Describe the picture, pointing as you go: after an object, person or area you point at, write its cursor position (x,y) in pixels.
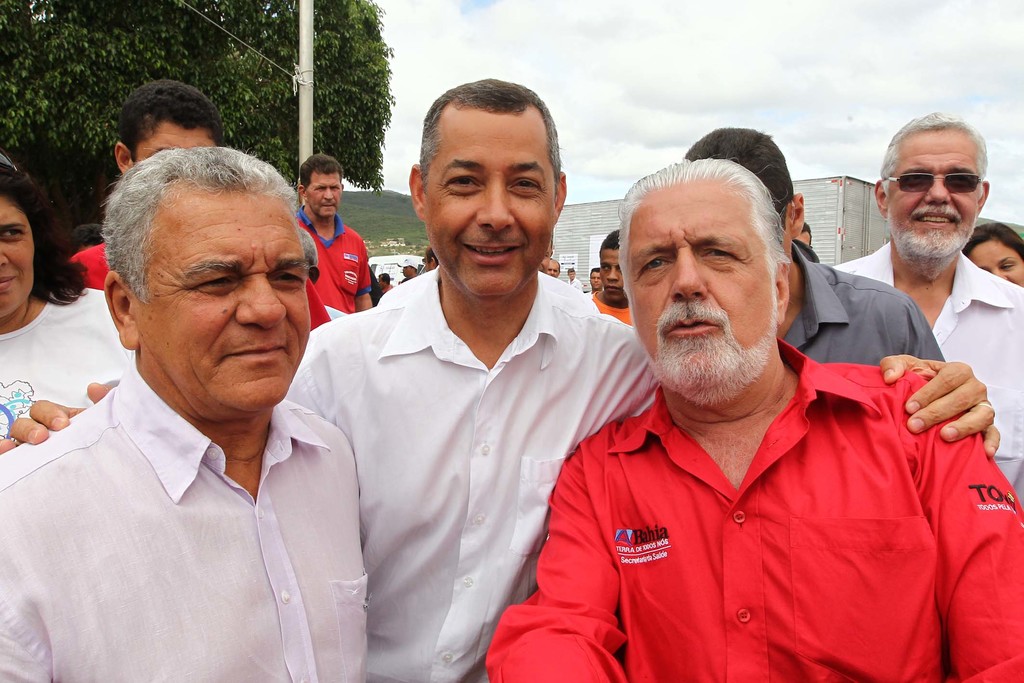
In this picture we can see some people (473,549) are taking pictures, back side, we can see some people (796,212) and some trees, vehicles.
